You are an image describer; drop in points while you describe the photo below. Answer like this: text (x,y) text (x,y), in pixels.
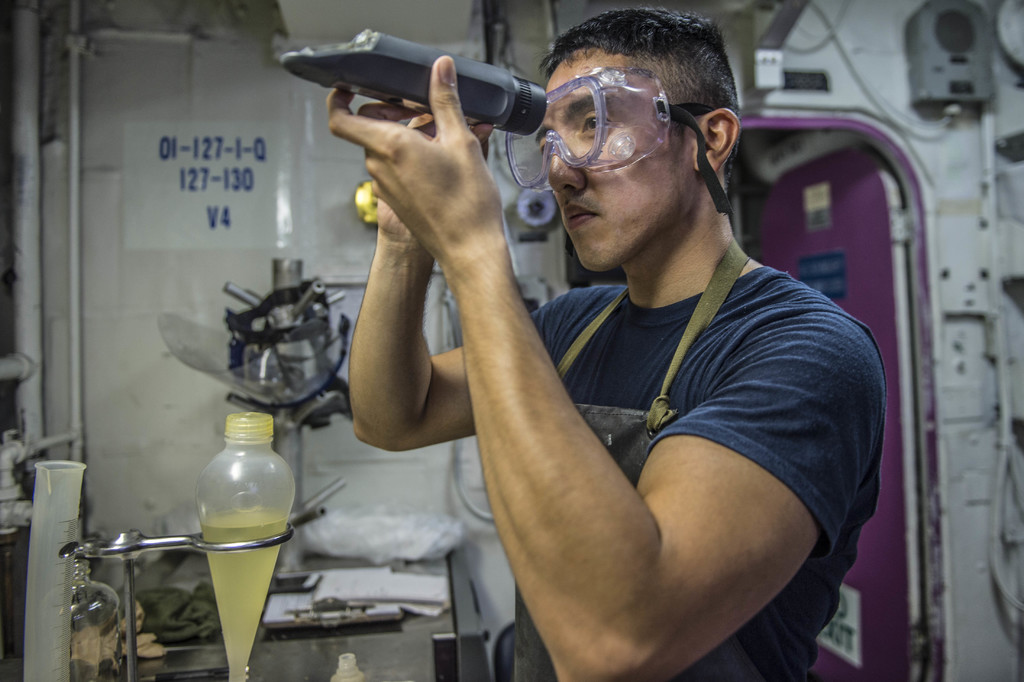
In this picture there is a person (737,250) standing and holding the object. There is a tube (237,626), stand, cell phone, cloth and there are papers (312,616) and there are objects (104,616) on the table (301,666). At the back (853,172) there is a door (895,648) and there are papers (831,297) on the door (890,664) and there are objects (945,90) and pipes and posters (136,176) on the wall (286,123).
